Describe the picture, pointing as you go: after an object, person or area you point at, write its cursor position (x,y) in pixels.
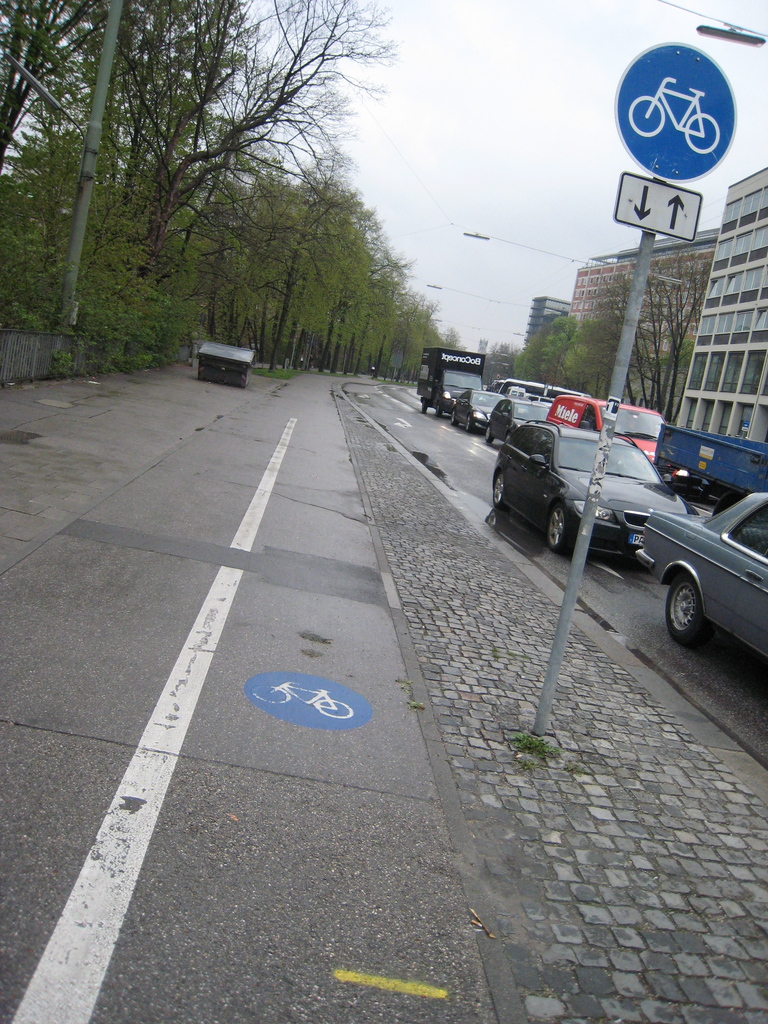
In this image we can see some vehicles (666,570) on the road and there is a pole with sign boards (687,178) and there is a sidewalk (280,438). There are some trees (284,285) and buildings (548,306) and we can see the sky (574,119) at the top (550,55).
